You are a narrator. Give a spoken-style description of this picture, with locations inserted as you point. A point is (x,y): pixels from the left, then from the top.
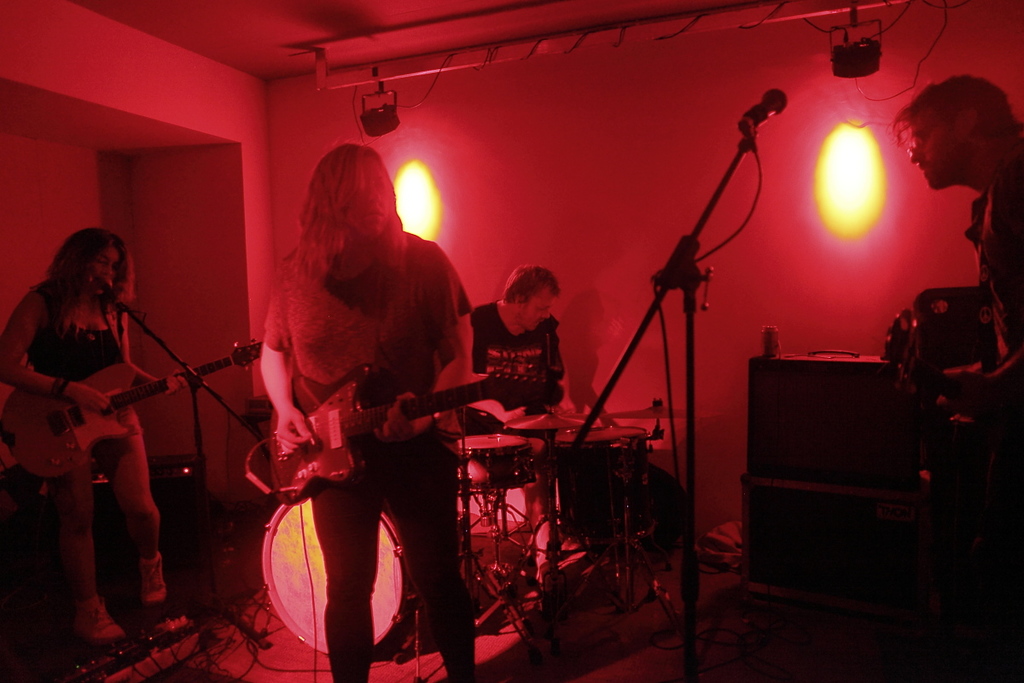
The picture is taken in closed room (489,663), in the center of the picture (360,354) the person (350,360) is playing a guitar (353,449), on the left corner of the picture (140,458) the person (83,368) is playing a guitar (107,376) in front of the microphone (117,299), on right corner of the picture (933,528) the person (943,459) is playing a guitar (946,412) behind him there is a speaker (905,440), behind the speaker (873,424) there is a wall (761,345) and near the wall (718,411) there is a person (528,396) is sitting on the chair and playing drums (550,460).
